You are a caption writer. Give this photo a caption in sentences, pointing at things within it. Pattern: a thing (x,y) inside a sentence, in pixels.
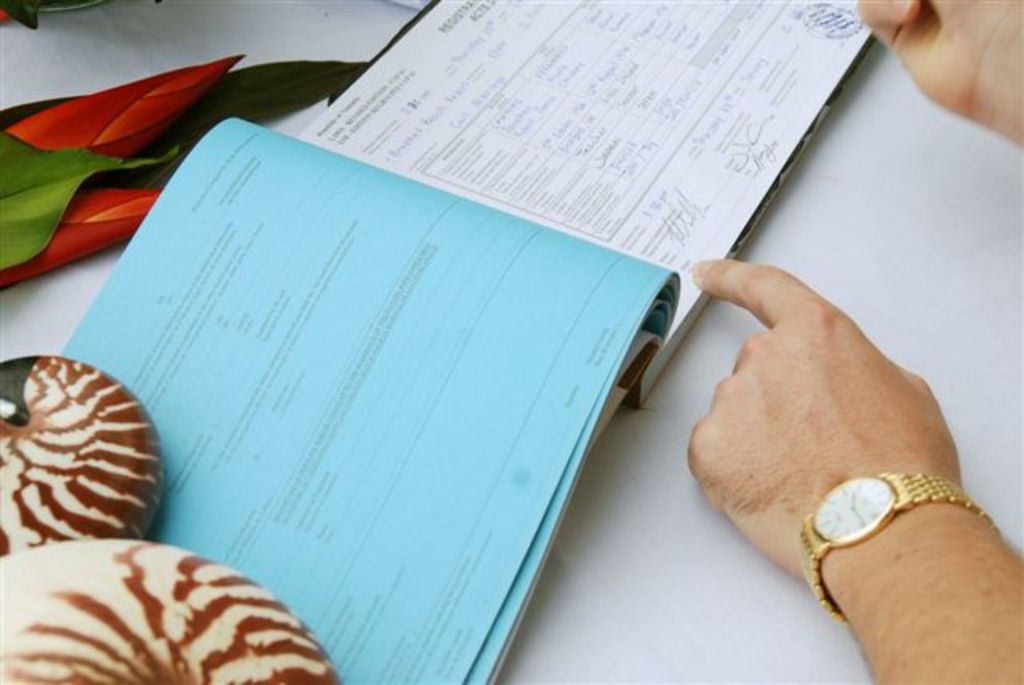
There are hands (929,10) of a person (953,537) on the right (963,532). He is wearing a golden color watch (848,510) which has a white dial (859,526). There is a book (423,246) on a white surface (108,30). There are red flowers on the left (90,207).
